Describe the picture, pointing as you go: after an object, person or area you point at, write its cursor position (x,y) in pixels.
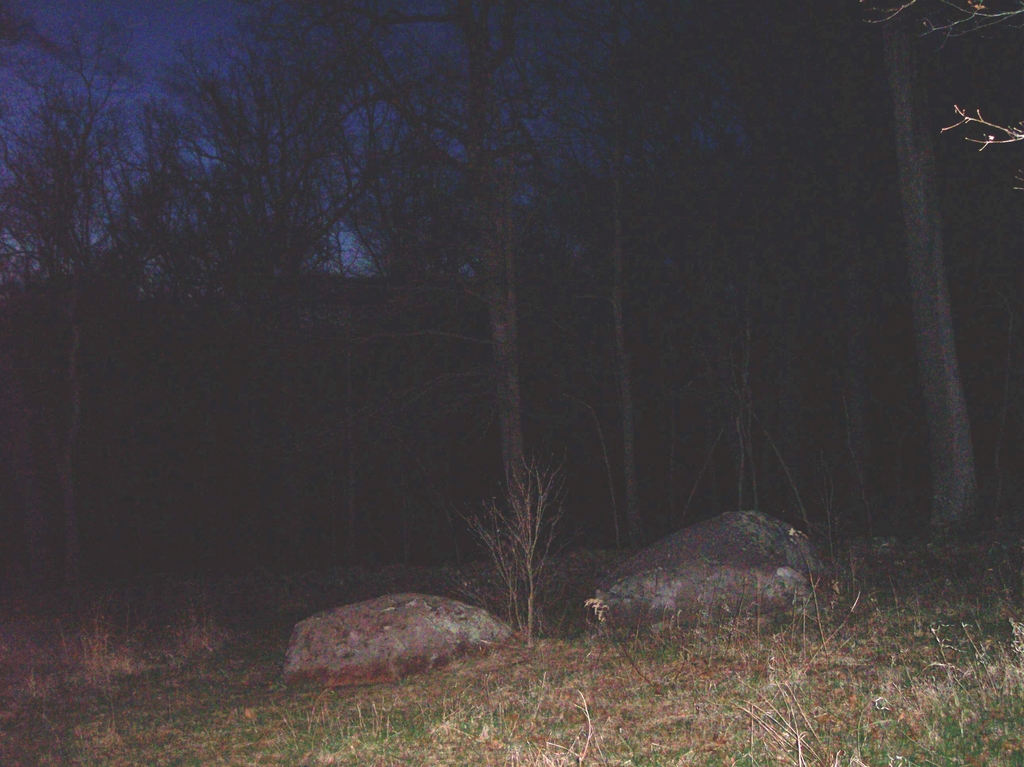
In the picture we can see a grass surface (759,688) on it, we can see two rocks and some dried plant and in the background (412,501) we can see trees (512,361) in the dark.
